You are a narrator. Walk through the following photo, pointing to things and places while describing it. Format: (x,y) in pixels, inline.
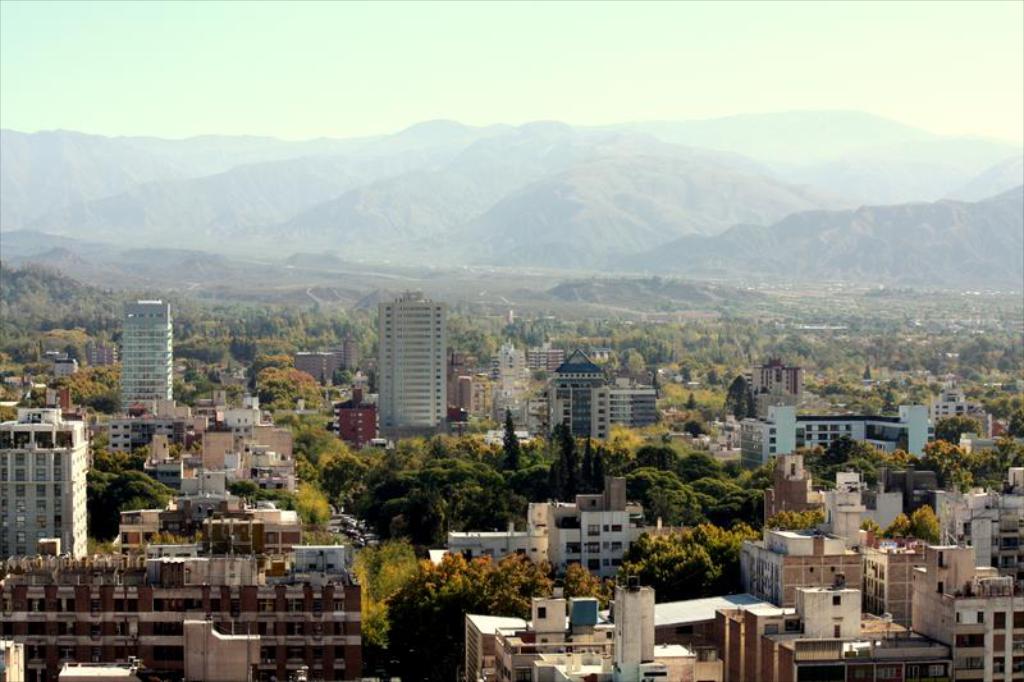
In this image we can see a group of buildings (578,660) with windows (296,600), a group of trees (407,629). In the background (766,211), we can see mountains (625,165) and the sky (344,76).
